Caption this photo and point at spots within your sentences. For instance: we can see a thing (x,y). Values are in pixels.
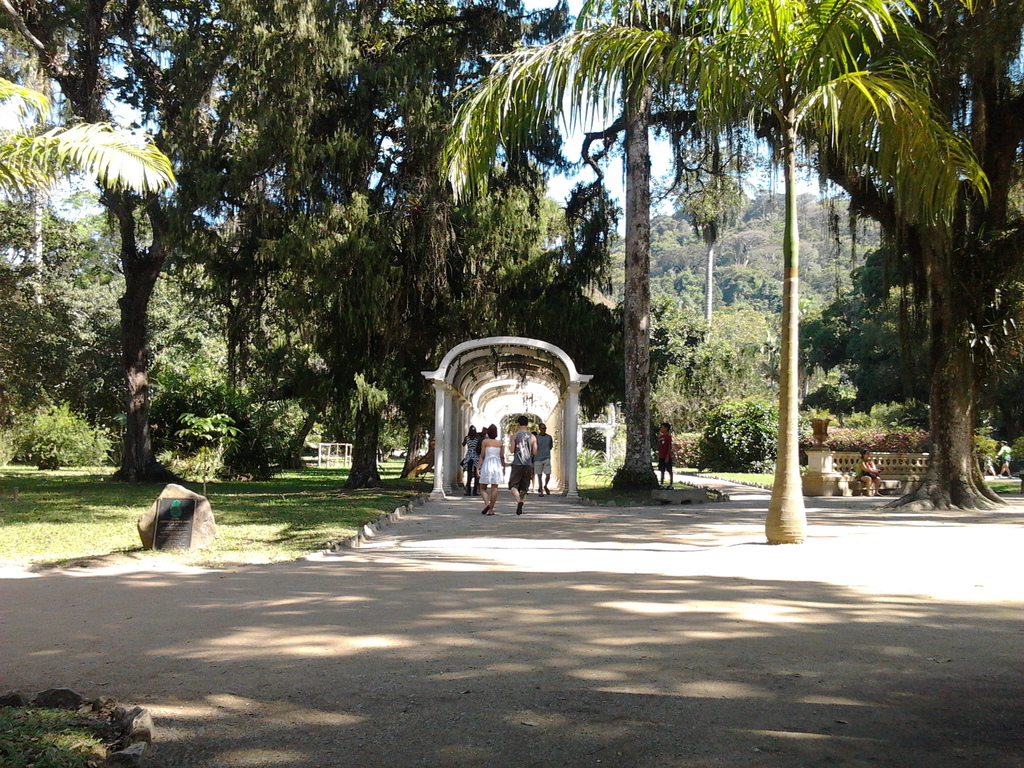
This picture is clicked outside. In the foreground (268,569) we can see the ground (432,604), green grass (347,514), tree (792,439) and the text (176,529) on the board (159,510). In the center (550,447) we can see the group of people (494,467) walking on the ground (497,536) and we can see the arches (567,381) the pillars (448,435). On both the sides we can see the green grass (709,473), plants (250,390), and trees (876,166). On the right (876,478) there is a person (871,466) sitting on the bench (857,487) and we can see a person (1007,464) walking on the ground (989,483). In the background (655,125) we can see the sky (619,166) and the trees (341,255).
